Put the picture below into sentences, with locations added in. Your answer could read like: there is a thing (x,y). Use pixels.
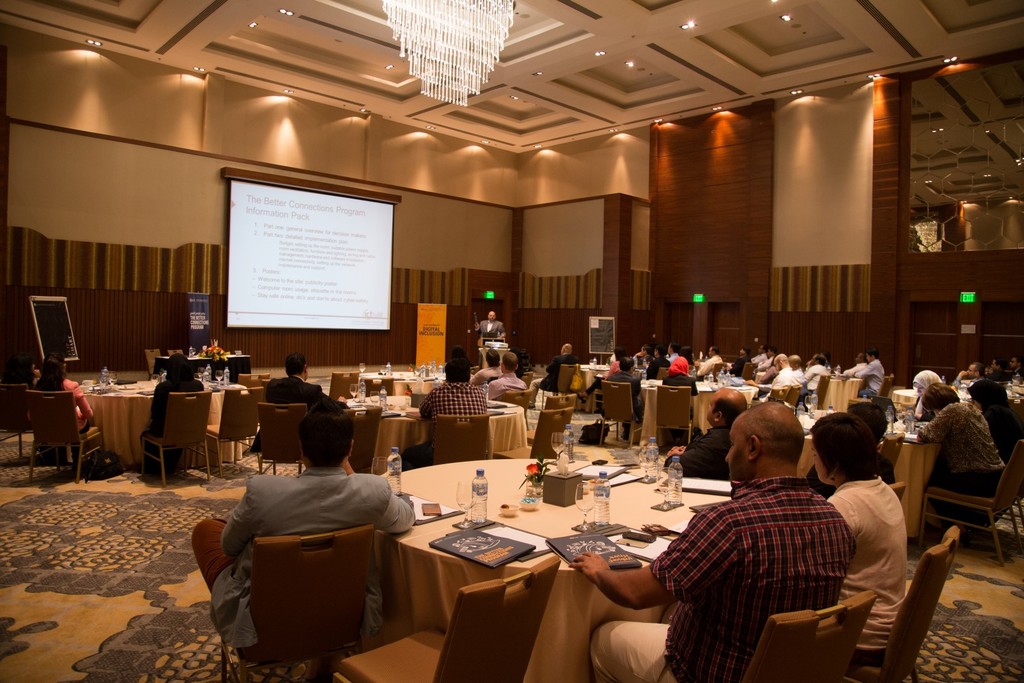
In the image we can see there are lot of people (751,421) who are sitting on chair (287,412) and there is a person (484,331) who is standing and there is a projector screen (333,286). On table (637,504) there are water bottle (607,523), wine glass (587,522), book (568,549) and file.
